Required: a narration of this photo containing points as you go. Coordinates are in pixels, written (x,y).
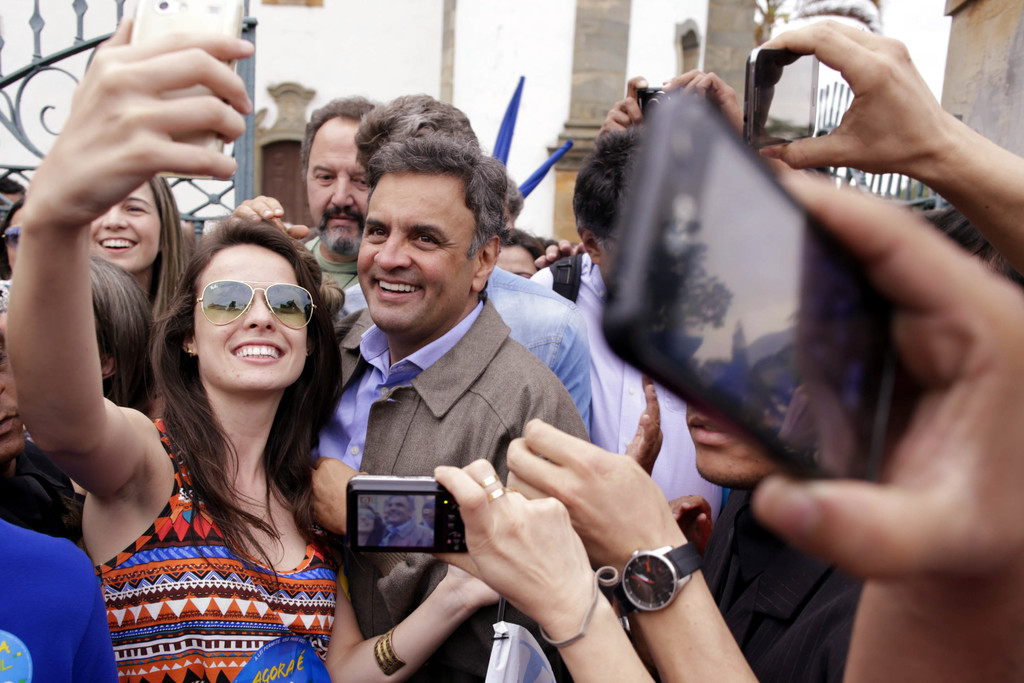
This picture shows a woman (210,342), wearing spectacles (232,315) is taking selfie with a man (409,308) and there are some people (521,535) clicking their photos with their mobiles (644,226). In the background (121,234) there are some people (110,264) Standing and smiling. We can observe a wall (332,64) and a gate (245,63) here.
